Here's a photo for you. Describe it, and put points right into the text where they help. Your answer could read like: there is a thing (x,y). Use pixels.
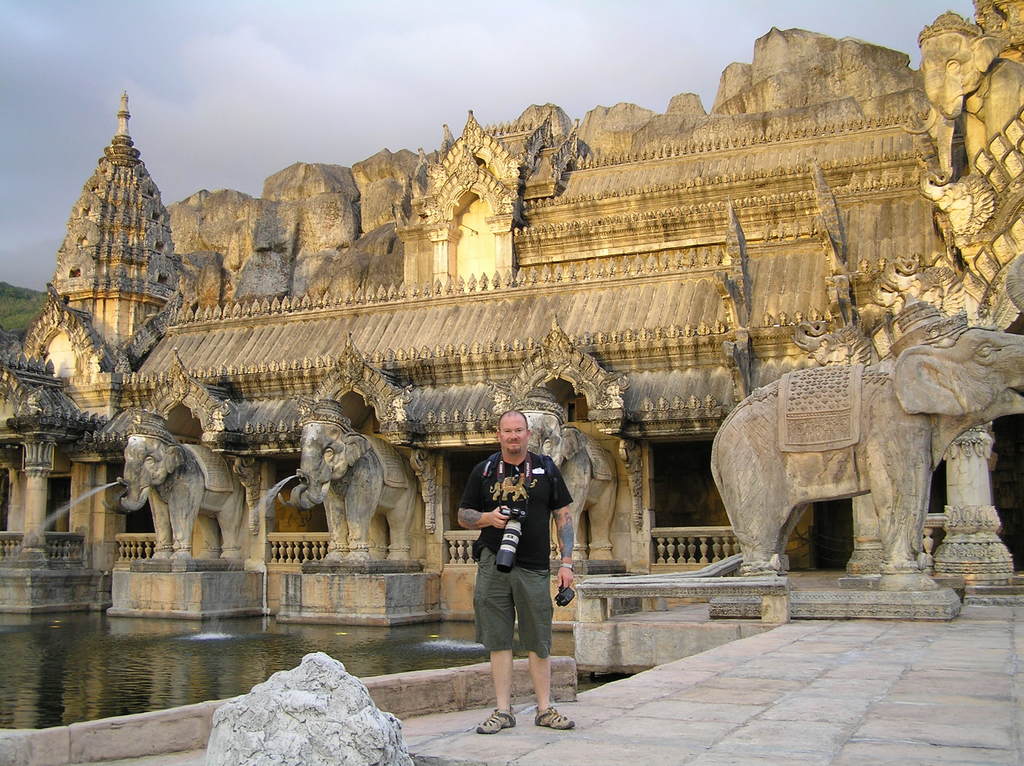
This image consists of a man (495,621) wearing a black T-shirt (539,539) and holding a camera (512,535). At the bottom (653,737), there is a floor (636,735) and we can see a rock (288,730). In the background (931,481), there are sculptures (936,445). And we can see the elephants (1015,412). On the left (116,632), there is water (106,653). At the top (141,64), there is sky (138,57).
